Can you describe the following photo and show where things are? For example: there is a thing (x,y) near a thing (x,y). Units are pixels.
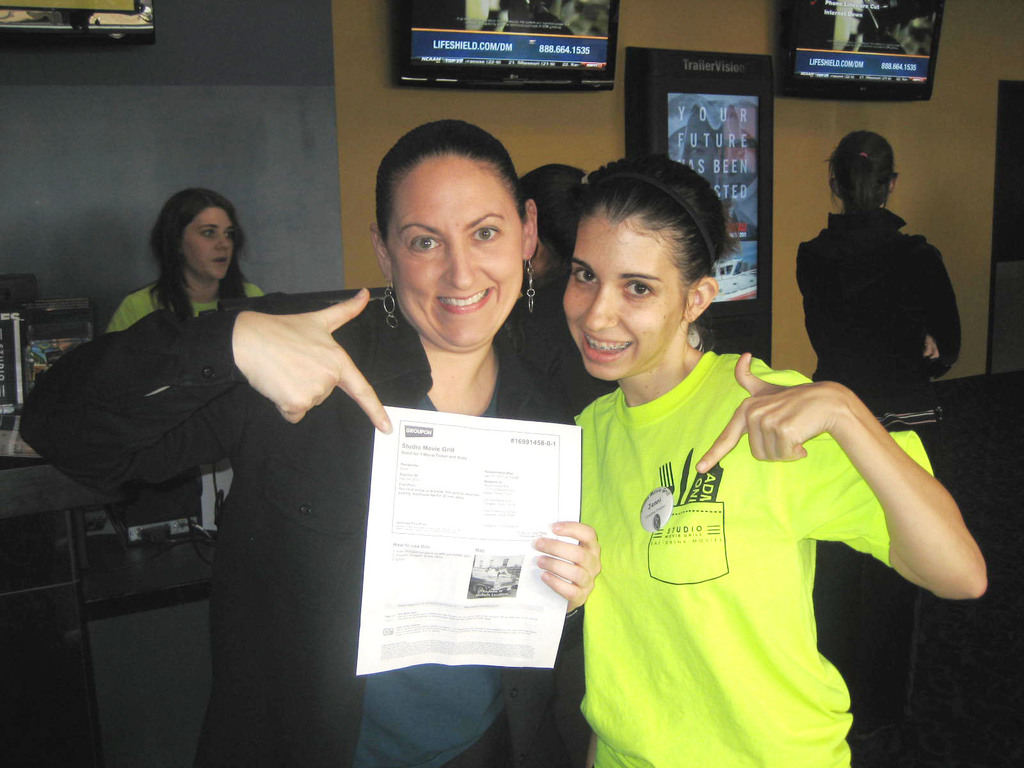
In this picture there are two women (631,417) standing and smiling and she is holding a paper (457,476), behind these two women (651,486) we can see people (176,225) and objects (49,335). In the background of the image (592,139) we can see screens (605,65) and wall (300,112).
